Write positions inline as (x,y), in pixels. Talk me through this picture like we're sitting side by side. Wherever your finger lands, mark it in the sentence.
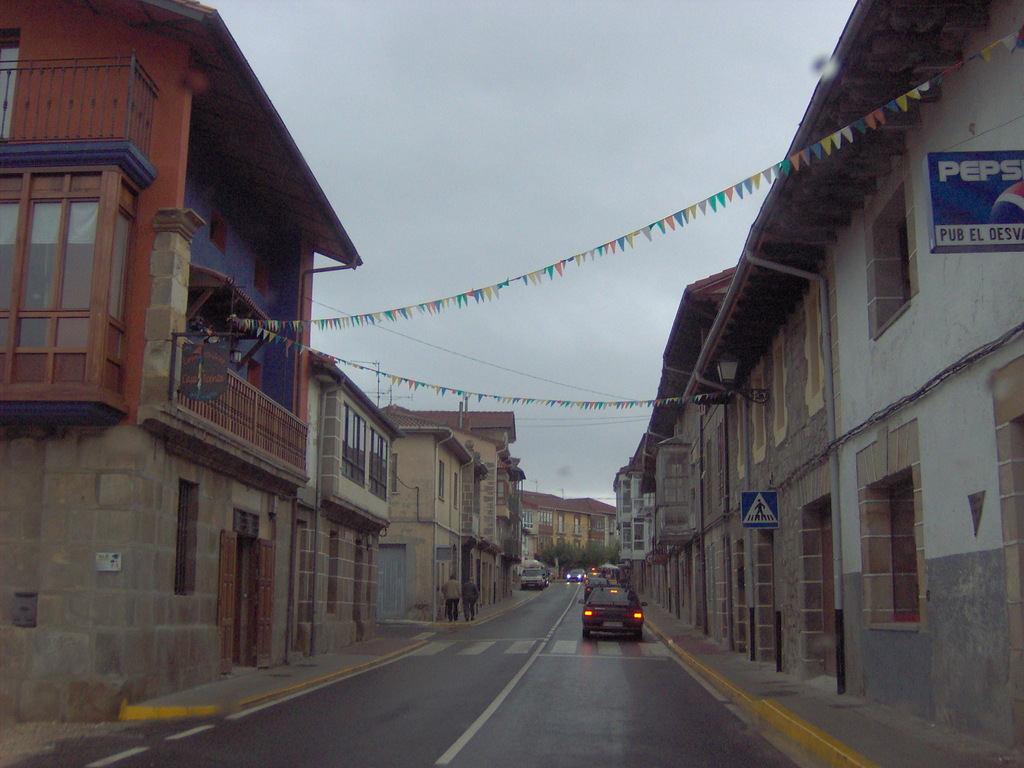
On the left side (284,444) we can see some buildings (455,557) and some persons (453,609) walking. In the middle (594,480) of the image we can see some cars (577,571), trees (589,566) and sky (581,467). On the right side (698,323) we can see some buildings (966,675), board of a pepsi (1021,211) and pedestrian cross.
